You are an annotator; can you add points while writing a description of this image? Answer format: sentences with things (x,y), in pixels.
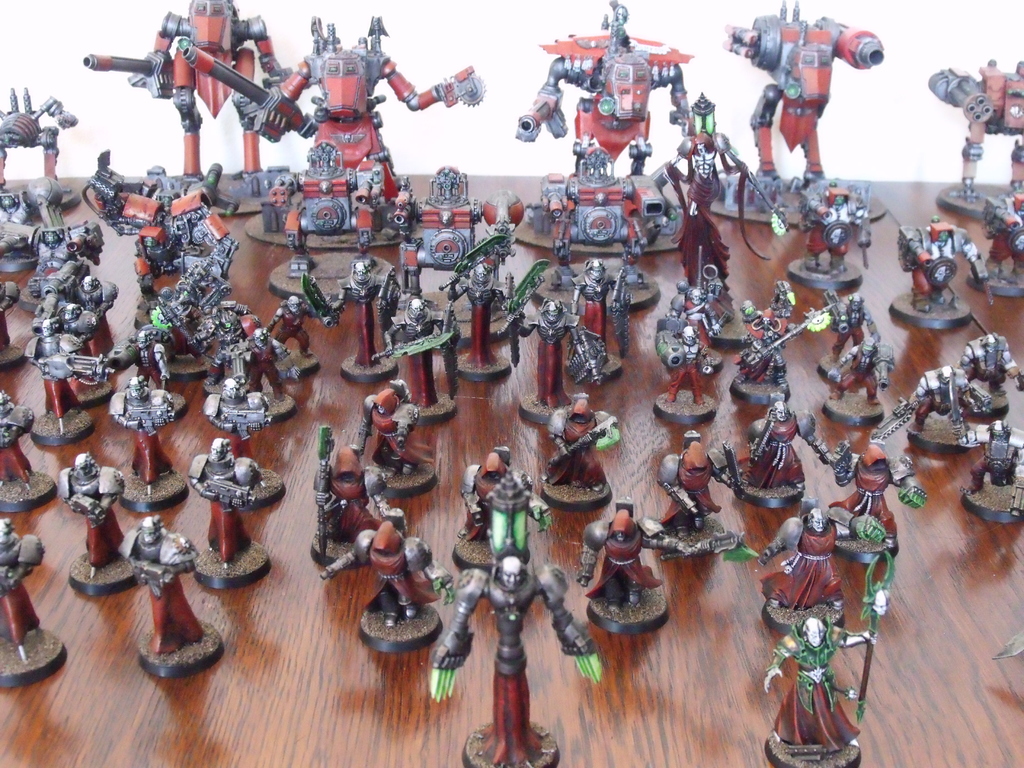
In this picture I can see there is a army of soldiers (461,286) here and they are wearing red color dress (633,566) and holding weapons (466,258) and in the backdrop (638,157) I can see there are few with special equipments (475,91).
